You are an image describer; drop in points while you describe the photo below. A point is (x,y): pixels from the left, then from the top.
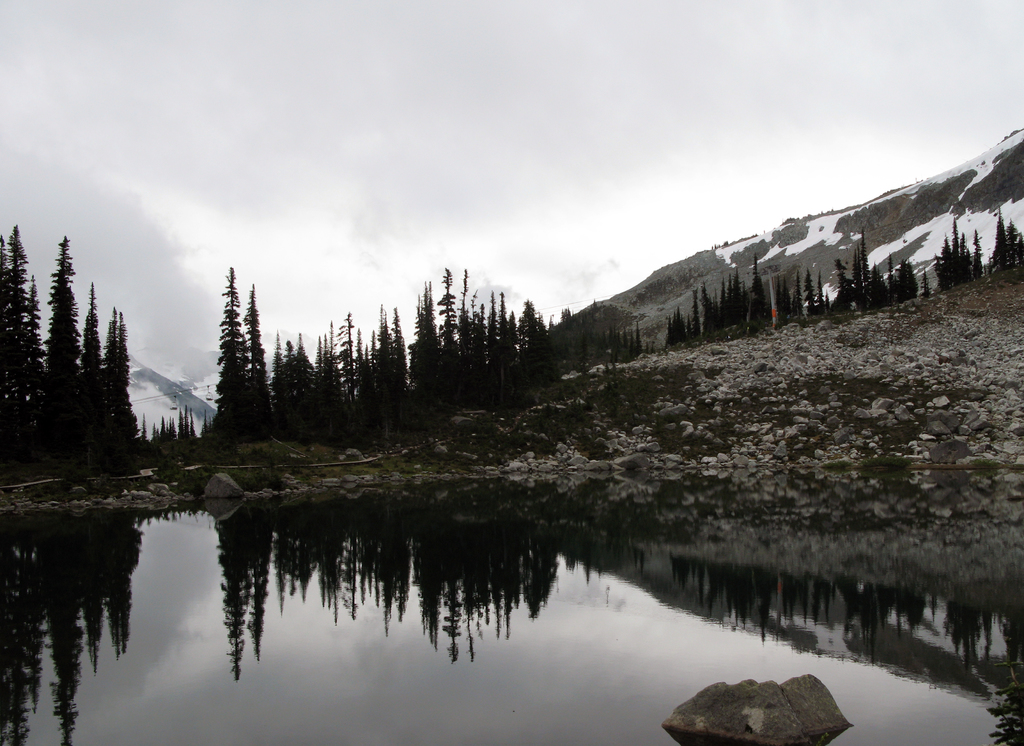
In this picture, we can see mountains (630,315), ground (769,384) with stones (711,420), water (739,670), trees (73,382) and the sky (438,203).
